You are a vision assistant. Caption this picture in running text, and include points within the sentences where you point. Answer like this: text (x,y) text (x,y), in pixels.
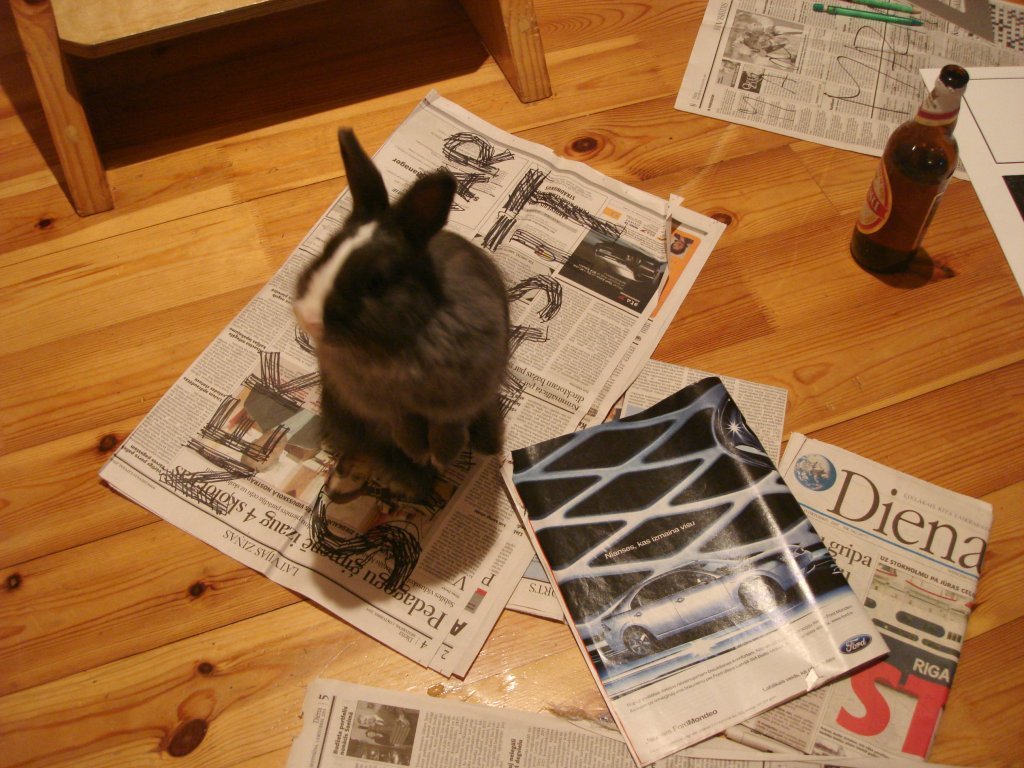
In this picture there is an animal (467,334) sitting on the newspaper (607,269). There is a bottle (900,196) and a magazine (731,545). There is a pen (880,20).
